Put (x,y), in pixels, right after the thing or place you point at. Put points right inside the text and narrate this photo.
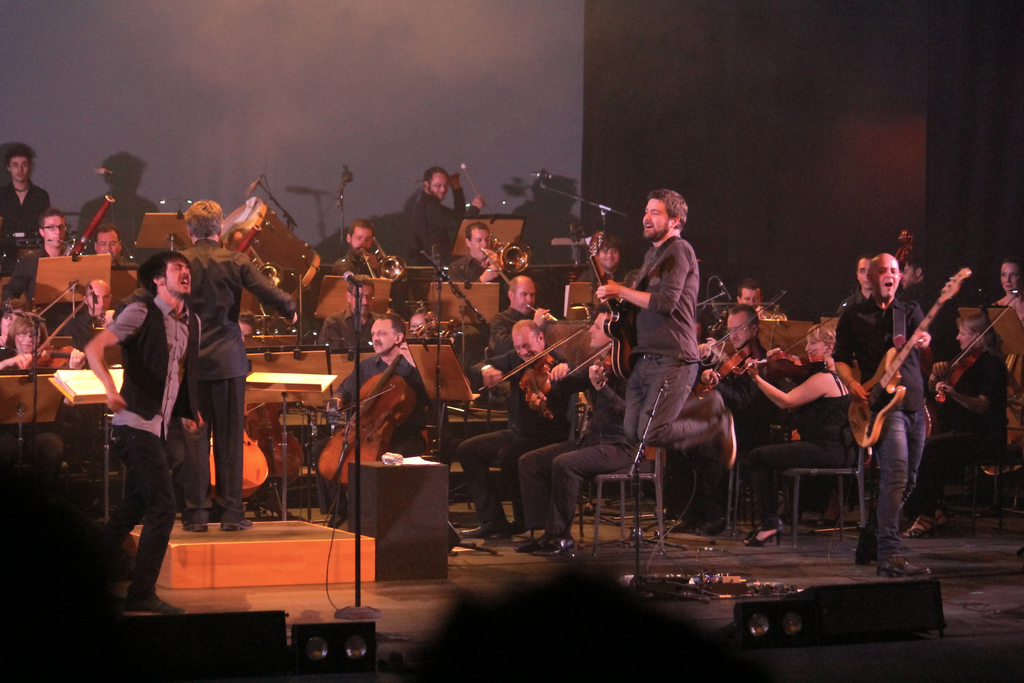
In this picture, I can see a group of people (667,223) playing instruments (371,408) after that a mike (357,404), few lights (797,623) towards left (39,227) i can see few people (55,229) sitting in chairs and towards right (964,406) they are few people (810,347) who are sitting in chairs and playing instruments (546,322) different kind of musical instruments (113,202) are seen in this picture.
